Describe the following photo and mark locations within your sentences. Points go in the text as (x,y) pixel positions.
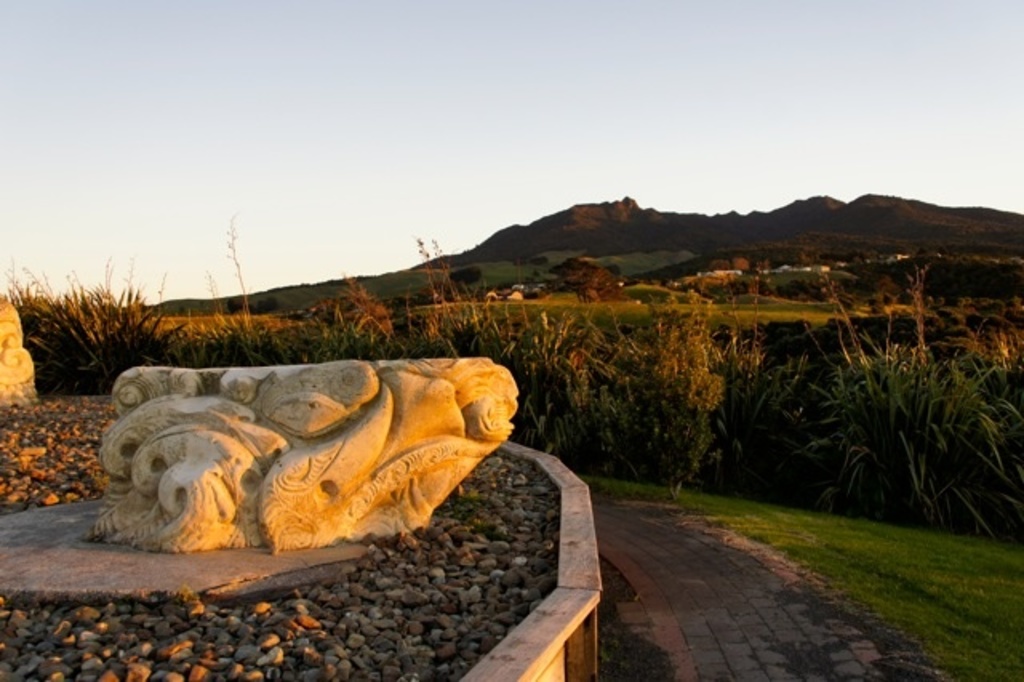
In this image we can see few sculptures (349,462). There are many pebbles (334,624) in the image. There are many trees (674,401) and plants (773,397) in the image. We can see the sky (303,173) in the image. There are few houses (826,268) in the image. There is a grassy land (810,277) in the image.
